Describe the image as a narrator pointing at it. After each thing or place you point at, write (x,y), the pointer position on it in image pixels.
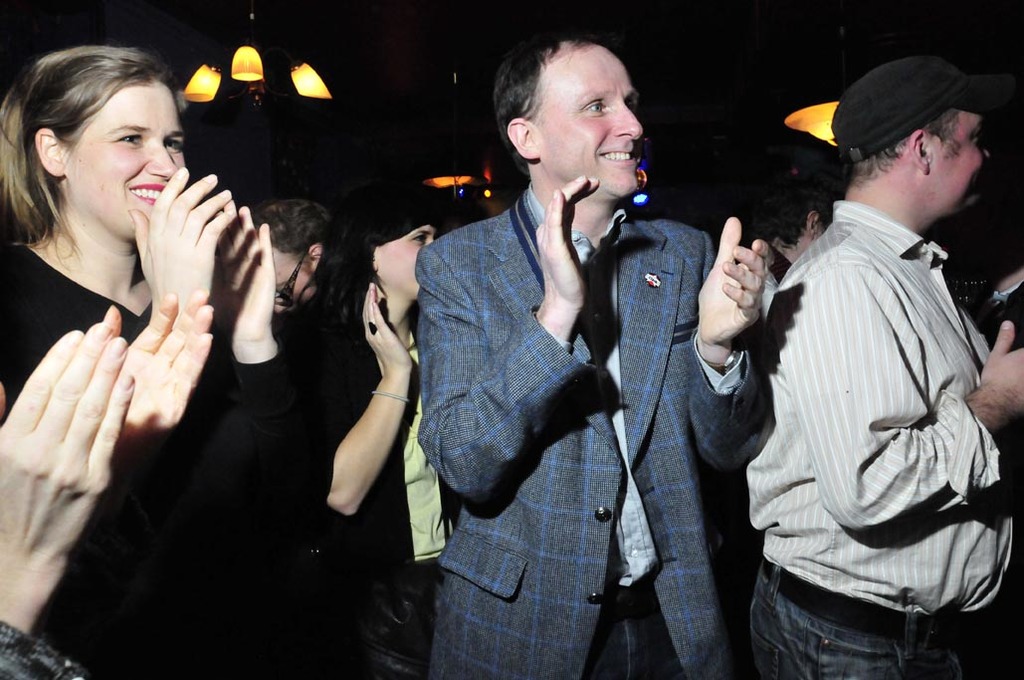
In this picture i can see group of people (556,312) are standing and clapping. The persons (588,359) in the front (625,363) are smiling. In the background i can see lights (458,187).
